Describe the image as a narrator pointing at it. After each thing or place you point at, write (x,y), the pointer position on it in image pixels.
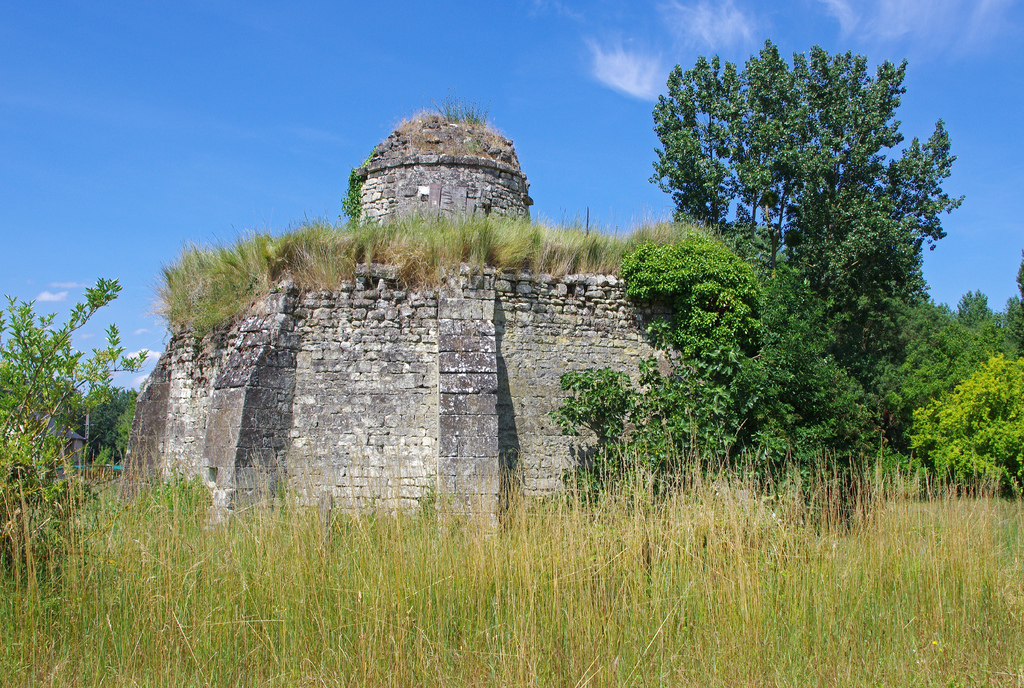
In the center of the image (491,280) a ruin (467,307) is there. On the right side of the image (821,360) we can see some trees (805,307) are present. At the bottom of the image (458,594) grass (502,604) is there. At the top of the image (246,102) clouds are present in the sky (536,184).
